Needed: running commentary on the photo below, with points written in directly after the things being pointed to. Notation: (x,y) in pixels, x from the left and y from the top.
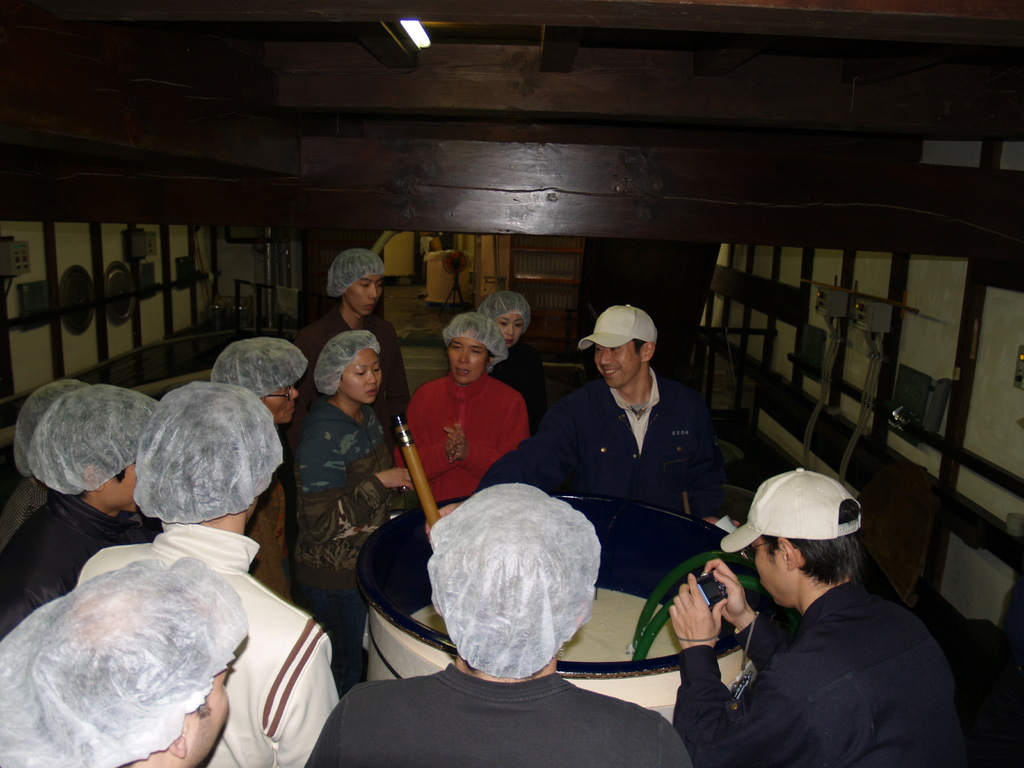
In this picture there are group of people (481,334) standing. In the foreground (965,711) there is a person (852,557) standing and holding the camera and there is an object (638,663). At the back (427,254) there is a fan (461,257) and table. On the right side of the image (823,358) it looks like a table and there are objects (834,348) on the wall (859,357). On the left side of the image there are objects (5,267) on the wall (57,260). At the top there is a light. At the bottom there is a floor (435,348).
